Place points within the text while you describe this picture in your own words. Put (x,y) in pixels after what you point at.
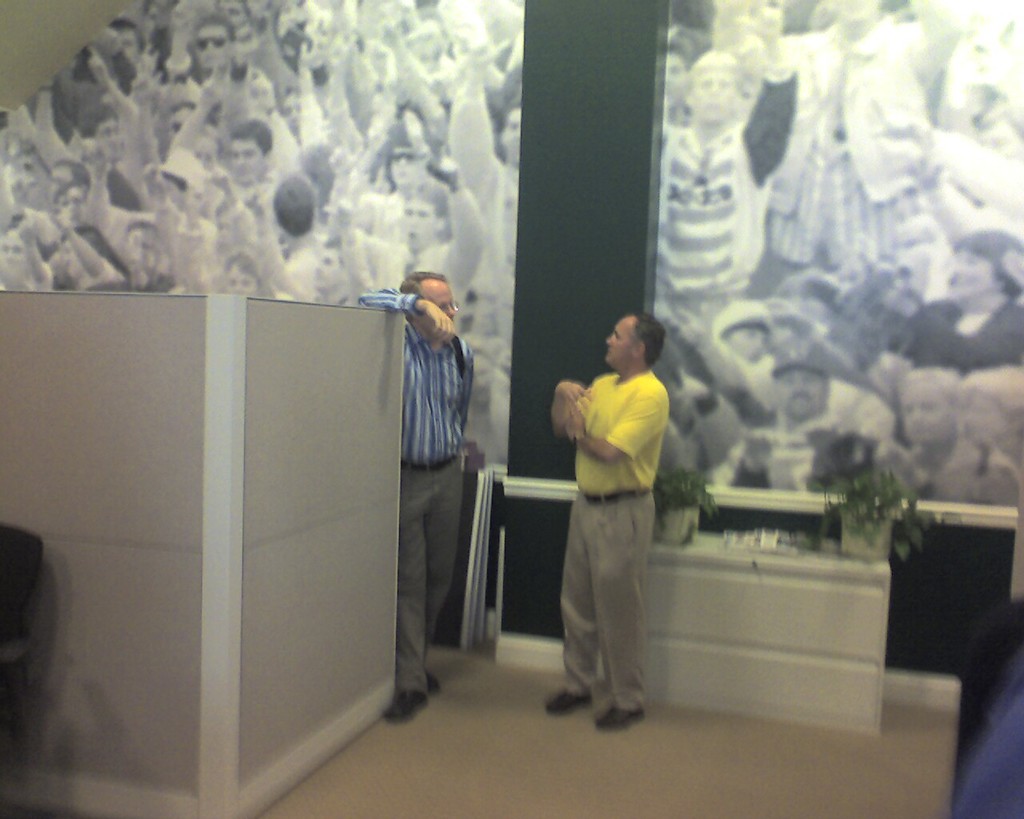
In this picture I can see two persons (580,691) standing. I can see plants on the table (853,616), chair (20,602) and some other objects (59,410), and in the background (299,244) there is a wall poster (318,257).
